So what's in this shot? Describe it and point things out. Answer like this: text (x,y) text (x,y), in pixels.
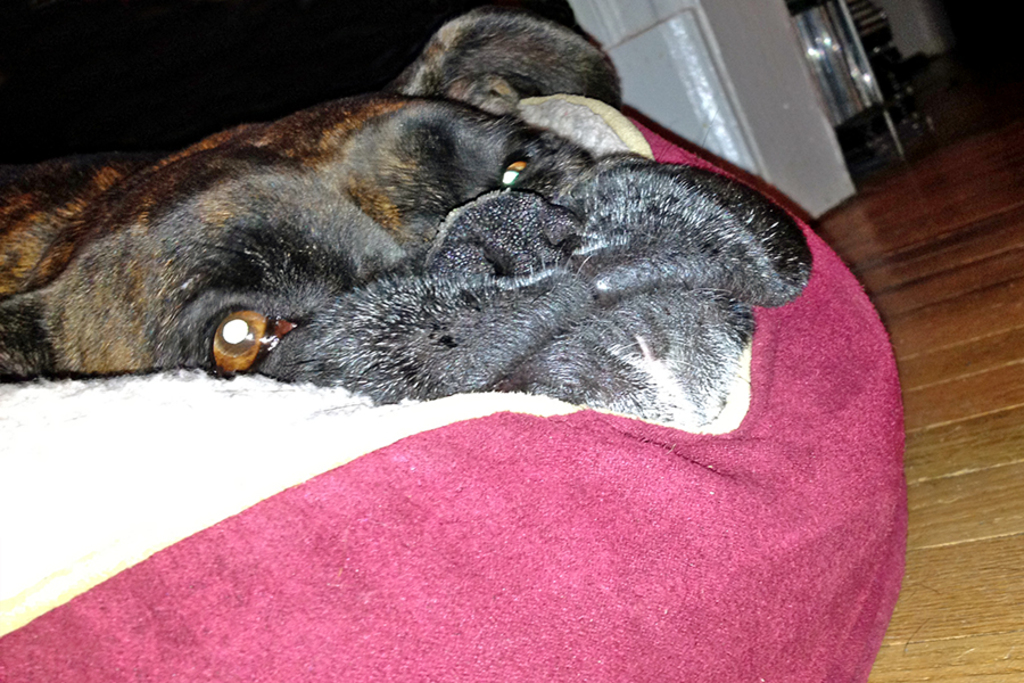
This image is taken indoors. On the right side of the image (911,240) there is a floor (912,467). In the middle of the image (474,323) a dog (288,278) is lying on the dog bed (98,632). In the background (871,76) there are a few things (852,108) on the floor (933,181).
